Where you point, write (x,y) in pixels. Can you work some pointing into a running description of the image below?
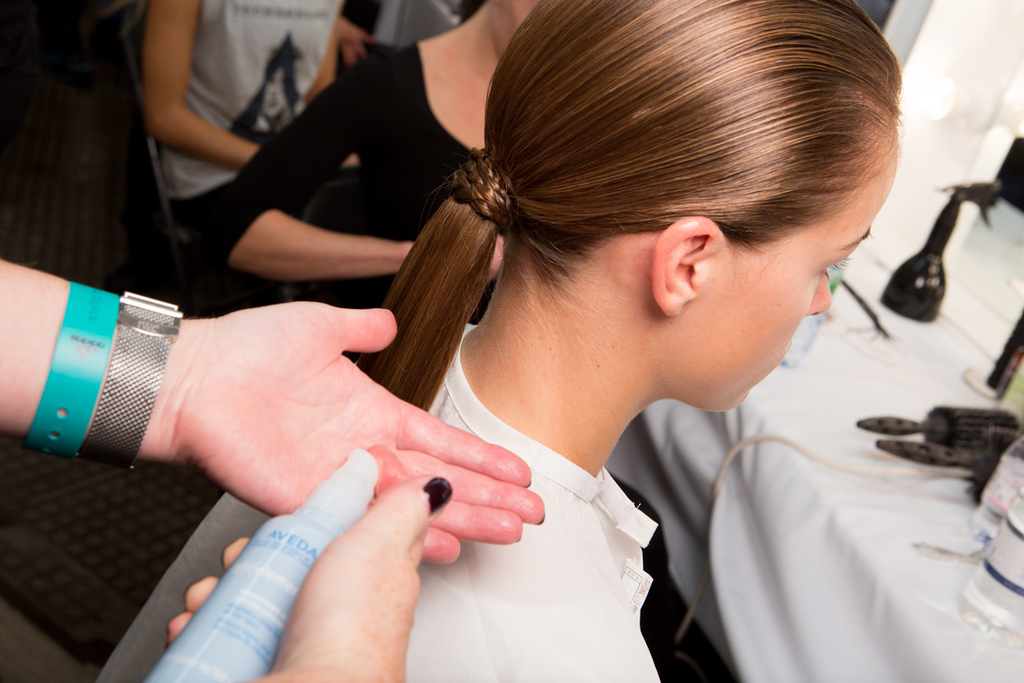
In this image we can see persons (448,254) sitting on chairs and a table (821,356) is in front of them. On the table (895,533) there are tablecloth (880,493), plastic bottles (1002,565) and grooming kits (970,422).
